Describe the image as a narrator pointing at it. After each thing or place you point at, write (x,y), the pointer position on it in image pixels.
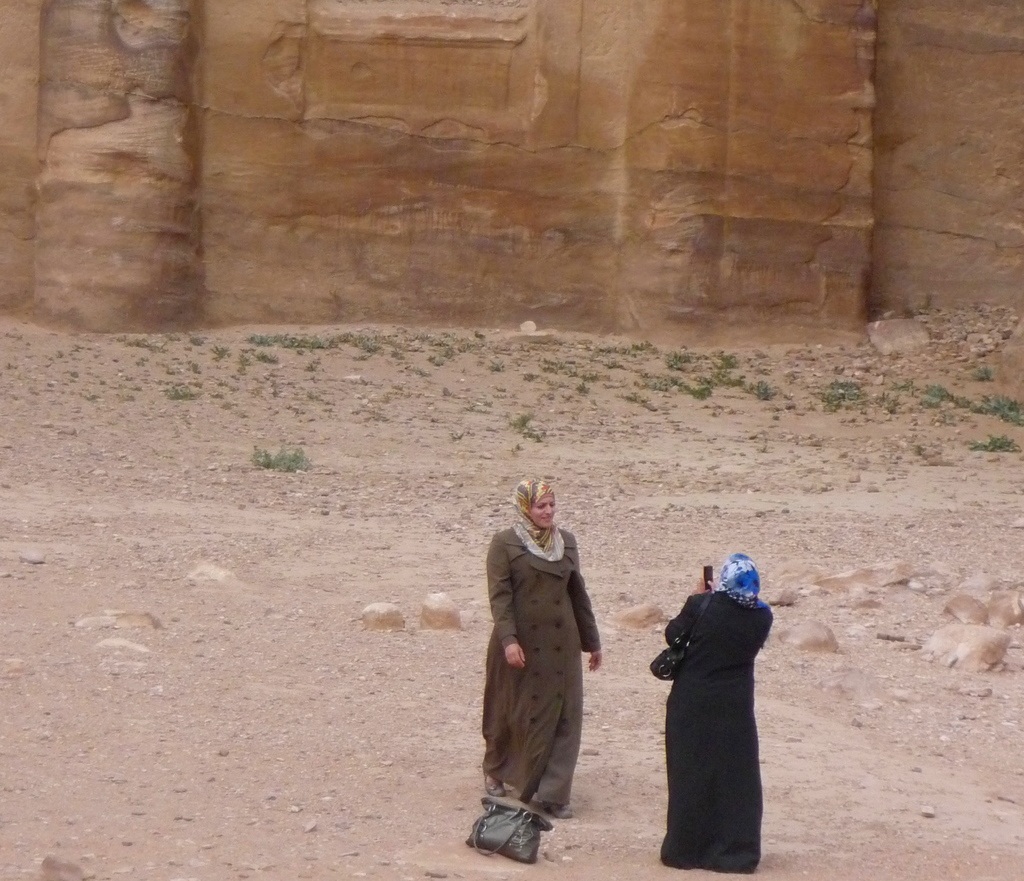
There is a woman (724,617) in black color dress (735,654), holding a mobile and capturing a person (519,741) who is walking on the ground (596,734) near a handbag (483,831). In the background (125,619), there are rocks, small stones (868,461) and grass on the ground (155,450) and there is a wall (822,100).
